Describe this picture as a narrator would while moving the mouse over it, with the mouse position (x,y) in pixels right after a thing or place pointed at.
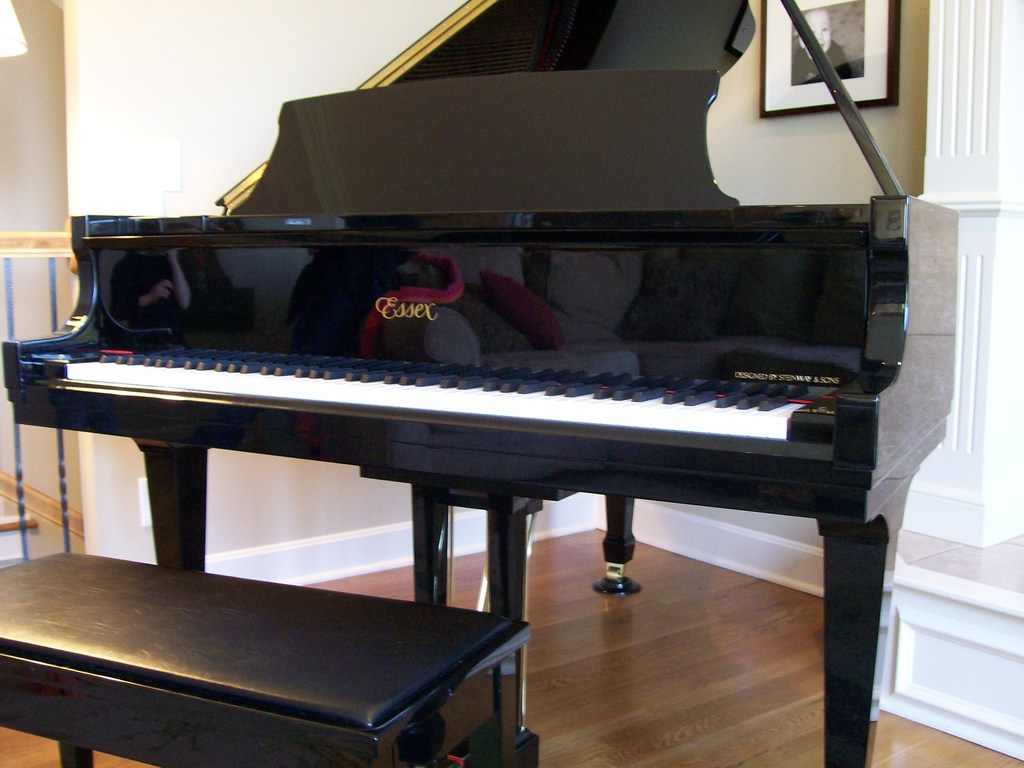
In this picture there is a piano (491,404) which has black and white keys (383,396) on it. There is a black bench (244,641). To the right (790,79), a frame (818,83) is visible on the wall (745,60). To the left (16,28), a lamp (16,41) is seen.
